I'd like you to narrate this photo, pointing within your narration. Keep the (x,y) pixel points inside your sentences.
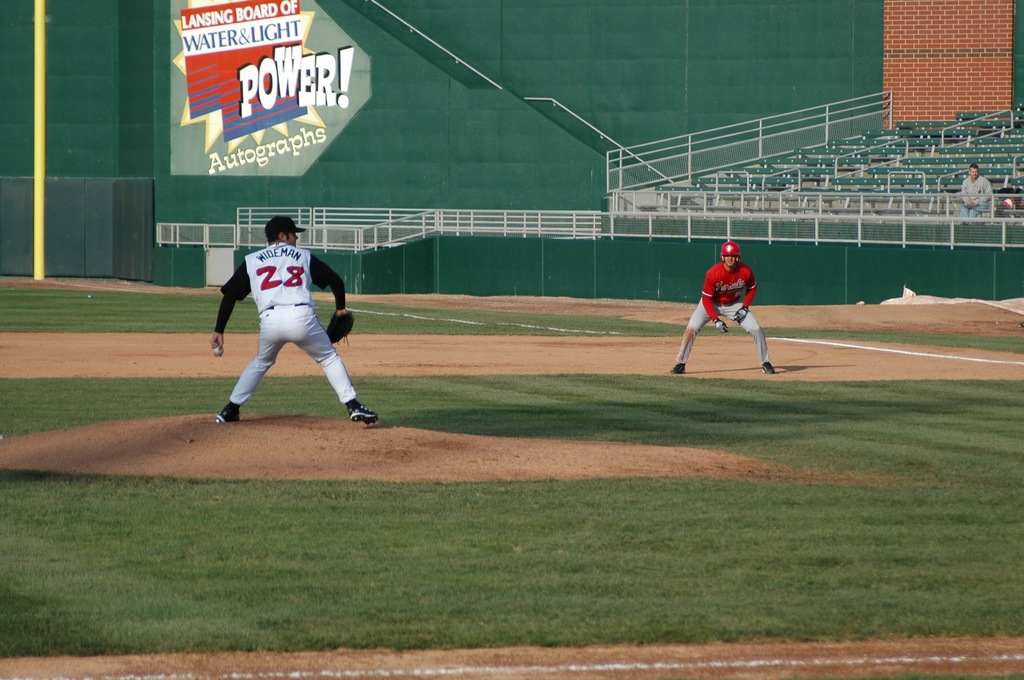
In this image I can see two persons (738,280) playing in the ground (701,475). There is some grass (467,581) on the ground (515,606). In the background (849,160) I can see few chairs (840,179). I can see a person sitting on the chair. At the top (257,166) there is some text (244,155).
